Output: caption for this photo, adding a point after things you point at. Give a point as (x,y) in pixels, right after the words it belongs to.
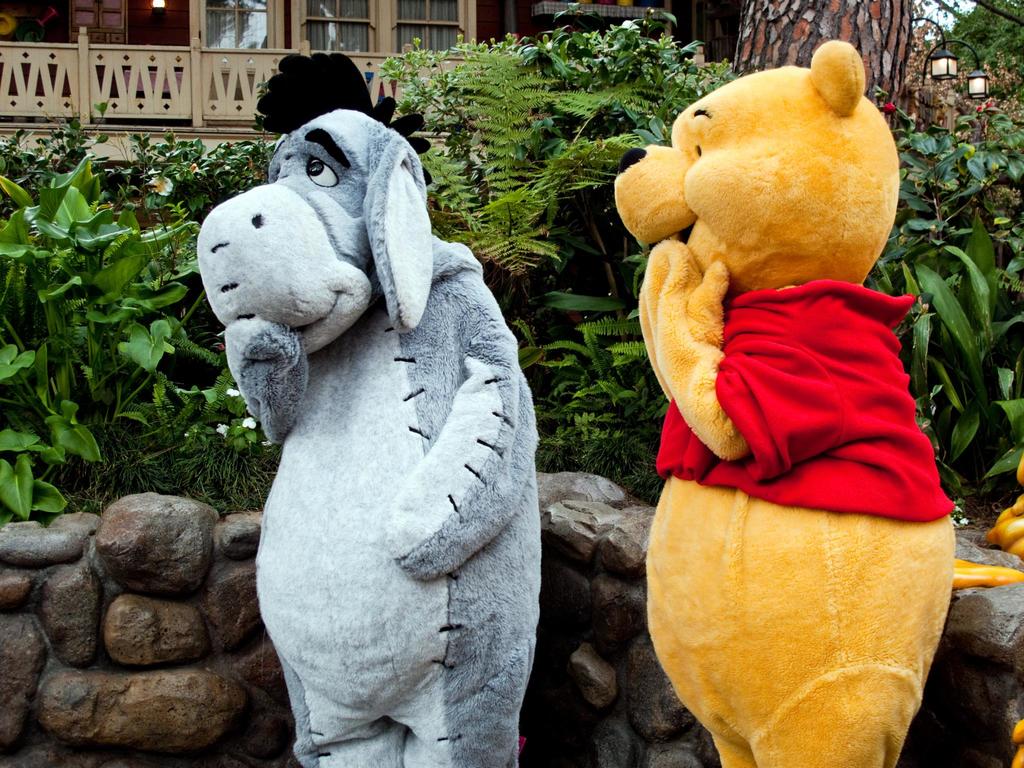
In this image, I can see two mascots (727,474) standing. There are plants (566,167), house (133,73), lamps (945,43) and a wall (111,644).
